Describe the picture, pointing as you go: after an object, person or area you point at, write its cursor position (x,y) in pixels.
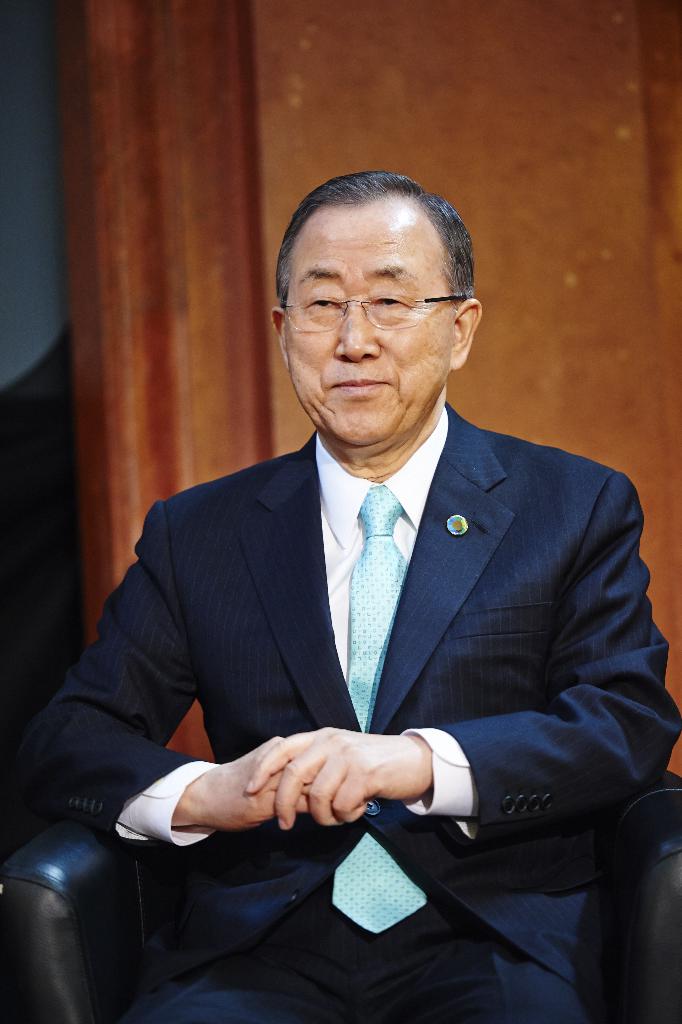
In the center of the image (345,464) we can see a person (188,705) sitting on the chair (2,982). In the background (472,129) there is wall (354,110).
